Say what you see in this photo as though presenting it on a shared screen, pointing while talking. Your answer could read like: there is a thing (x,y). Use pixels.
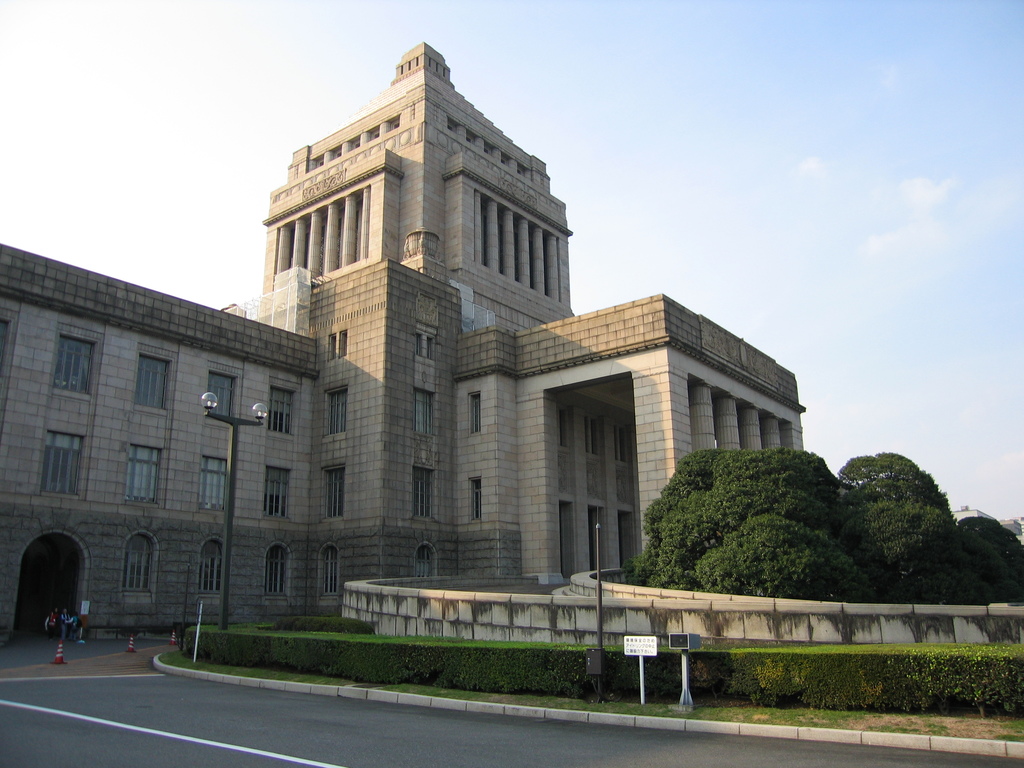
This picture is clicked outside. In the foreground (123,690) we can see the concrete road (475,733). In the center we can see the plants (572,662), green grass (703,712), trees (782,565), metal rods (598,575) and some other objects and we can see the lamppost (232,428). On the left (64,617) we can see the group of people (70,628) seems to be standing on the ground (84,657) and we can see the safety cones (58,658) placed on the ground (121,640). In the background (152,214) we can see the sky (153,205) and the buildings (525,373).
